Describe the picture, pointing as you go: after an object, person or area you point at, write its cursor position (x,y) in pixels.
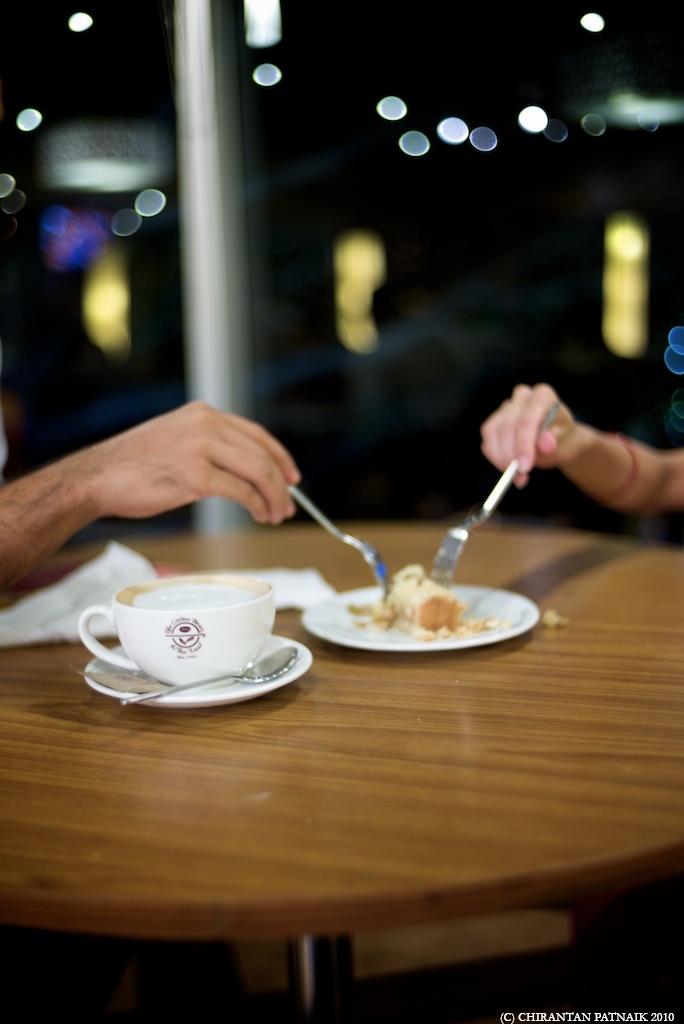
In this picture we can see a table (504,708). On the table (647,833) there is a cup (189,670), saucer (246,684), spoon (265,663), and a plate (477,638). There is some food (440,604). Here we can see two hands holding forks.
